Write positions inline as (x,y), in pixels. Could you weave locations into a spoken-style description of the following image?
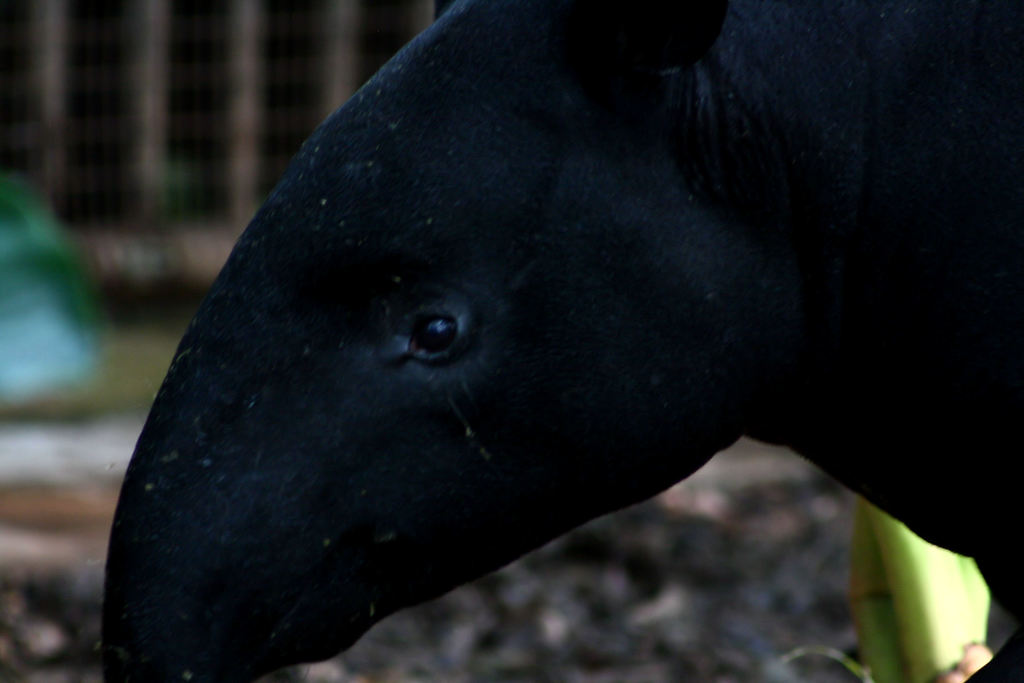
In this picture, we see an animal (576,268) in black color. We can only see the eye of the animal (402,285). In the right bottom (934,576), we see something in green color. This picture is blurred in the background (248,85).
